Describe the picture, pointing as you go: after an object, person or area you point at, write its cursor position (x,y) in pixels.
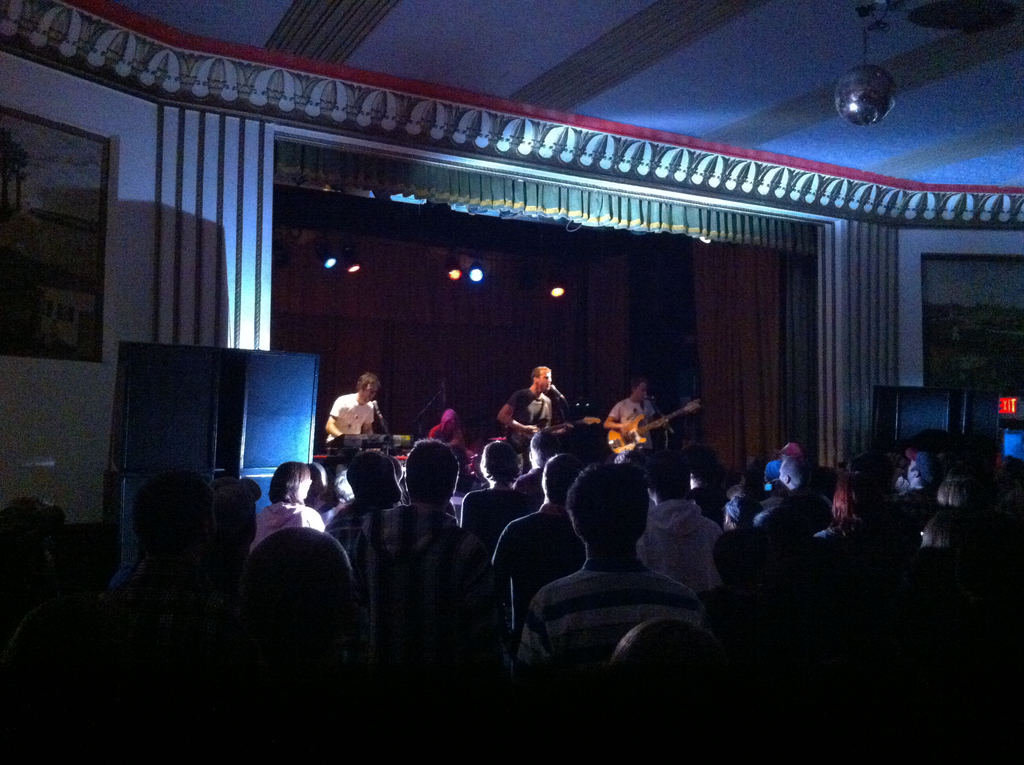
In this image we can see many people (668,549). In the back (541,330) there is a stage (550,340) with lights (454,271). On the stage (488,395) few people (447,409) are playing musical instruments (696,404). There is a mic (559,402) with stand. On both sides there are frames (77,225) with paintings (80,250). Also there are some decorations (412,91) on the stage (761,267).
